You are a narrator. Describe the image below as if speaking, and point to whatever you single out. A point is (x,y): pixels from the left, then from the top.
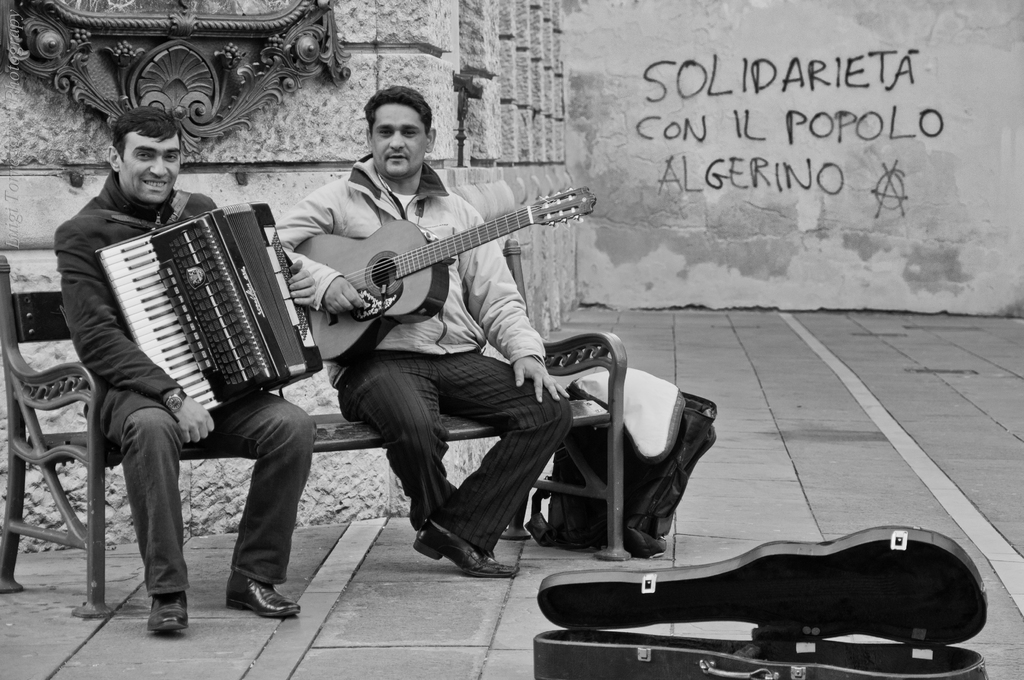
These two persons (419,212) are sitting on bench (98,392) and holding musical instruments (391,276). On floor (745,476) there is a bag (650,498) and guitar box (783,569). On wall (347,88) there is a frame (337,47).
